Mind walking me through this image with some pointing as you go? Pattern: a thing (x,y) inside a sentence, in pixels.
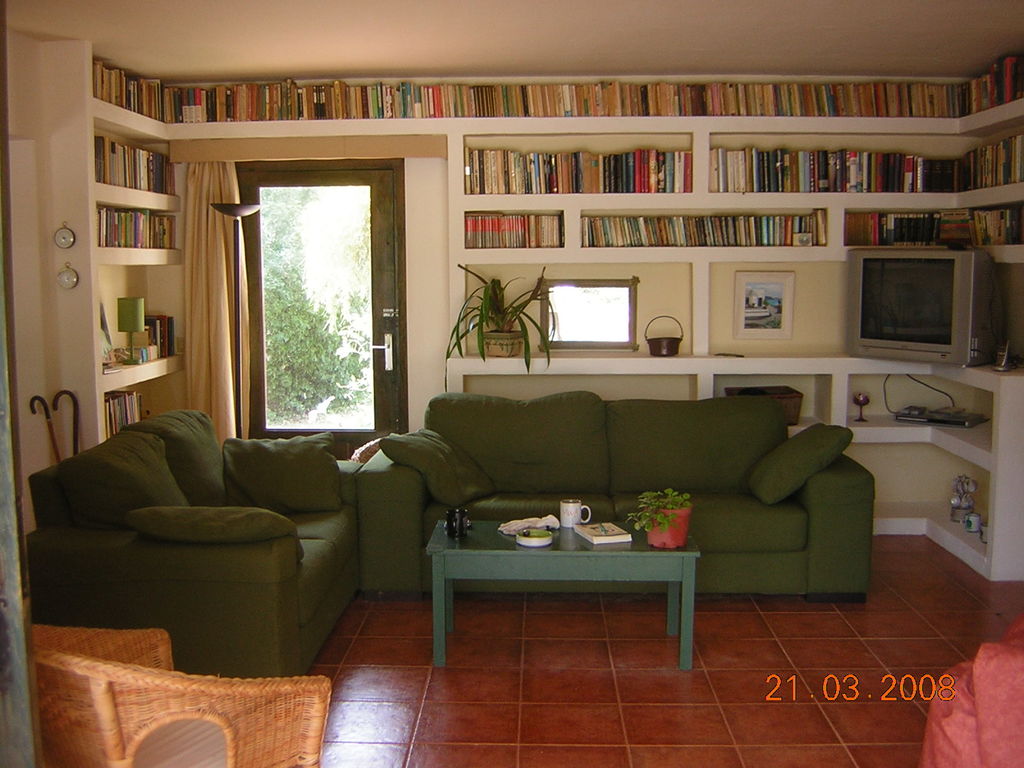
There is a green sofa (540,482) which has a green table (574,532) in front of it and there is a bookshelf (647,249), television (938,304) and a door (354,262) in the background (367,262).
